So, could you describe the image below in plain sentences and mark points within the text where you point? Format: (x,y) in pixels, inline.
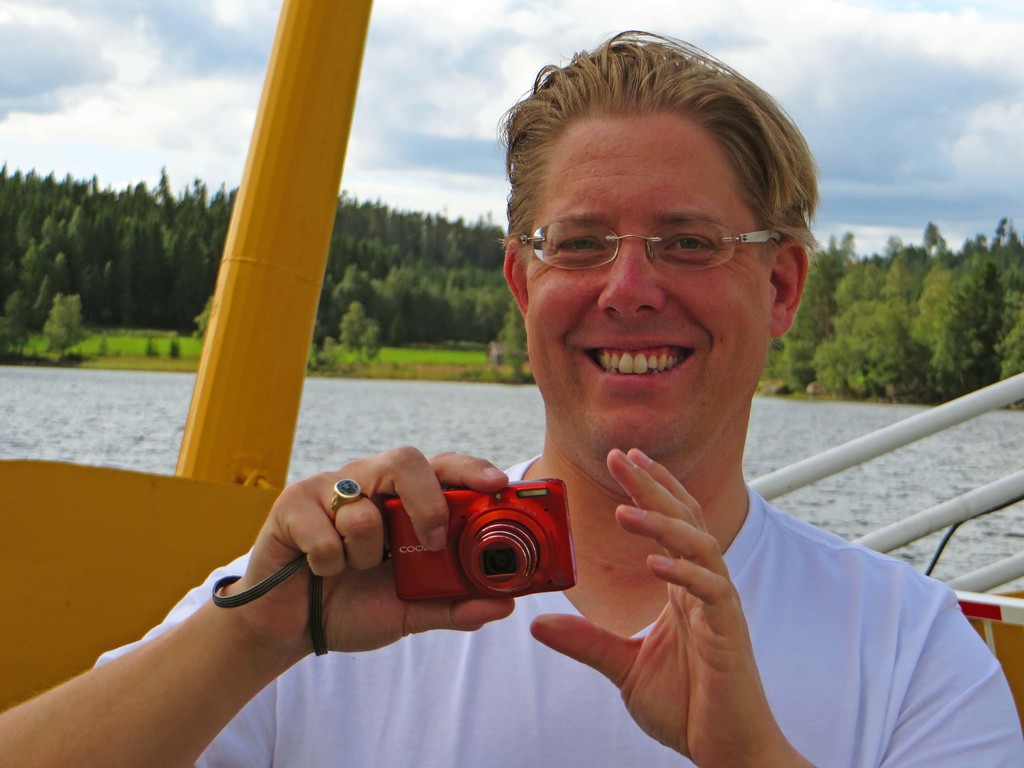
a person (547,726) is holding a red color camera (525,569) in his hand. behind him there is water (391,399) and trees (388,288).
